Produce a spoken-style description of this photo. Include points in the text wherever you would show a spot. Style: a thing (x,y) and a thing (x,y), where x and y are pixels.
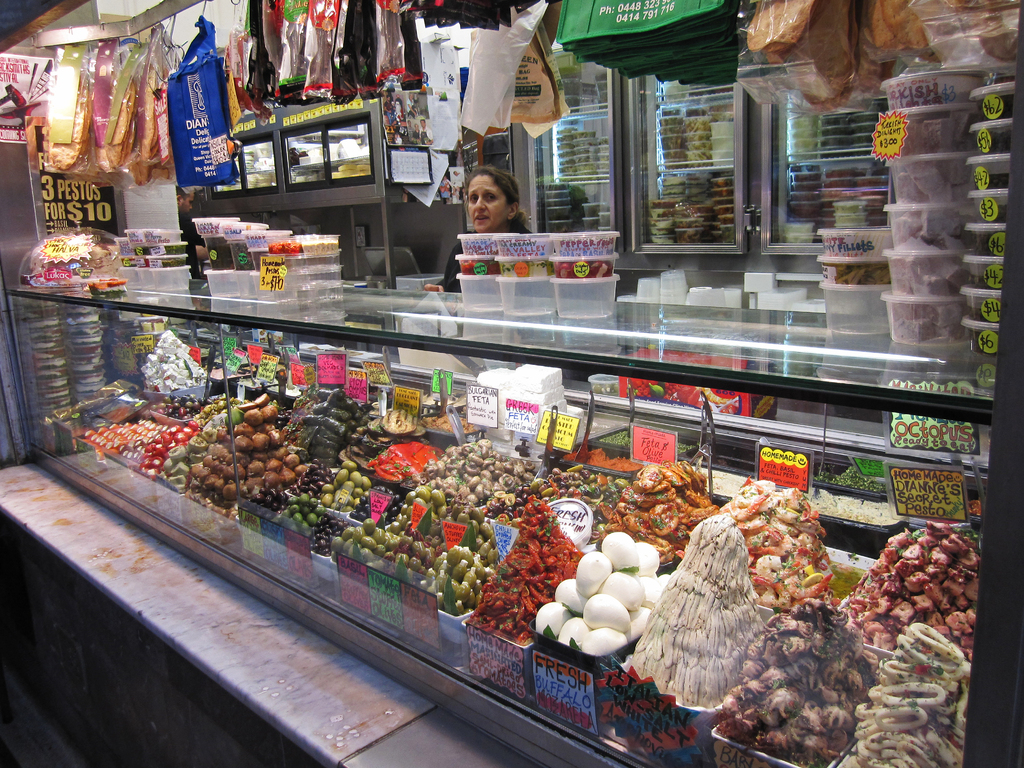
In this image we can see a stall (881,418) and there is a glass box (531,345) with few food items (853,602) and there are few food items (844,277) on the box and in the background (716,218) there are cupboards (586,172) with food items (693,159) and few bags (300,85) hanged to the iron rod (169,11).
